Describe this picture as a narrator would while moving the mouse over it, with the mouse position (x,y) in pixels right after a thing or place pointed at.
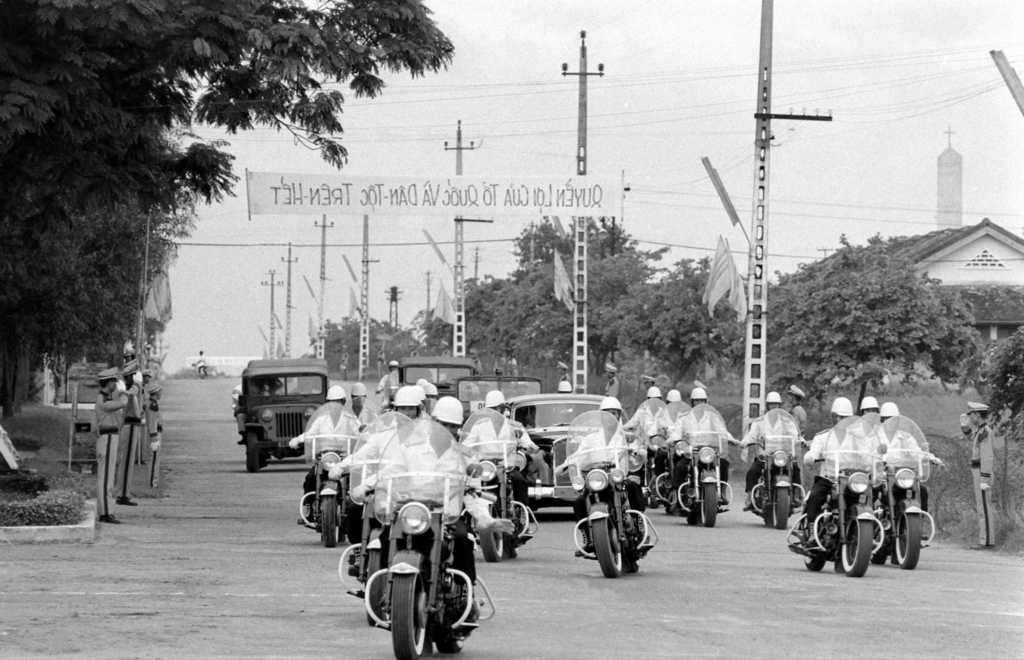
A black and white picture. We can able to see number of trees (66,163). These are current poles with cables (715,79). This is a house (979,263) with roof top (1018,311). A motor bikes (782,478) and jeeps (296,402) on road (232,624). Persons (507,425) are sitting on a motorbike (510,442). This 3 persons (156,413) are standing. On top (594,202) there is a banner (513,192).
